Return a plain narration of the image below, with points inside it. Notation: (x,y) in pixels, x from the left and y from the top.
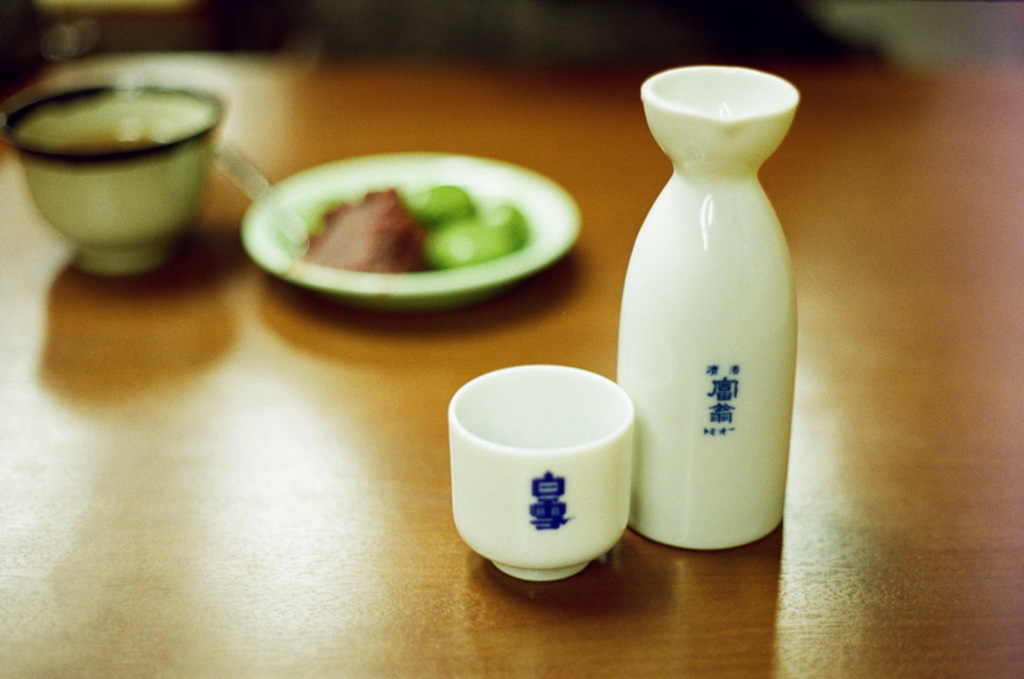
In the image there are two objects (607,403) made up of ceramic (604,429) and they are placed on the table (52,326), the background of these two objects (594,406) is blur.
